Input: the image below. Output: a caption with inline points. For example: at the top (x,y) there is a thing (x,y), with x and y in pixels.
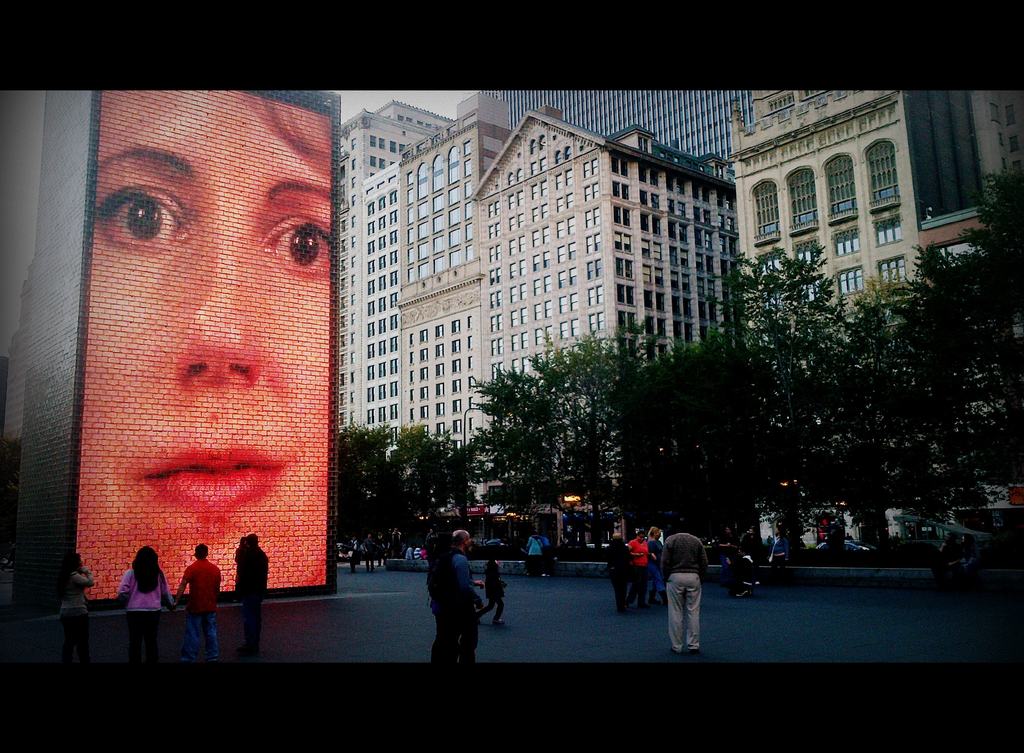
In this picture I can see the path (507,598) in front (961,619), on which there are number of people (619,553) and on the left side of this picture (170,173) I can see the screen (170,254) on which there is a face (132,133) of a woman (226,286). In the background (478,315) I can see number of buildings (687,221) and trees (760,281).
